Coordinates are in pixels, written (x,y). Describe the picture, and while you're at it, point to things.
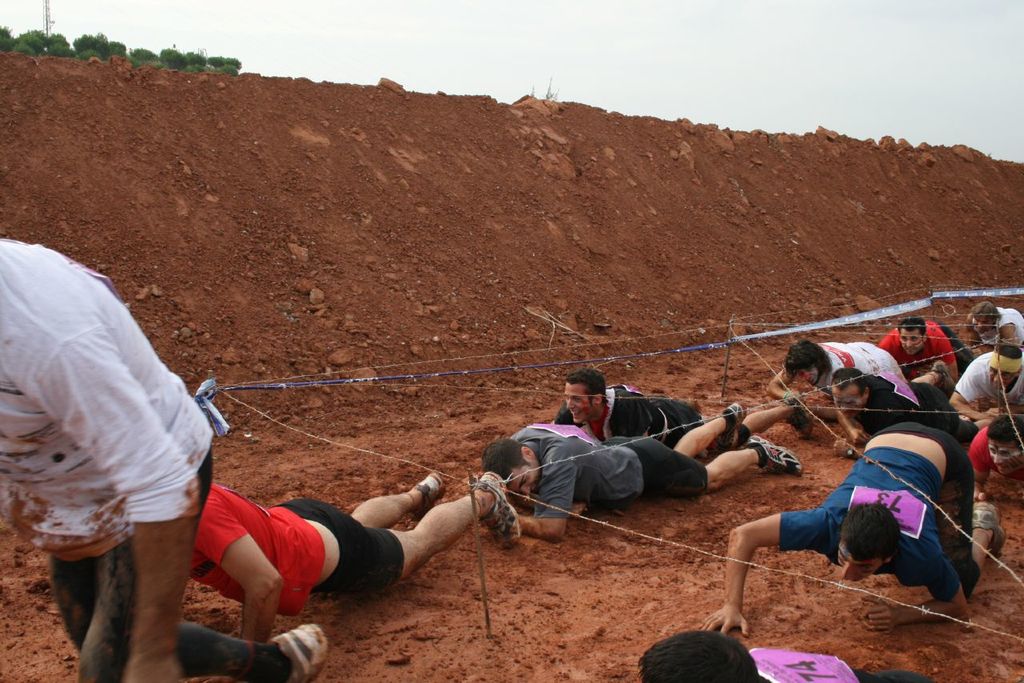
In this image we can see the metal wire fencing arrangement (537,349). Here we can see a few people (791,466) under the wire fencing (808,398). Here we can see two smiling men (623,397). Here we can see two men (284,546) crossed the wire fence (443,471). In the background (596,346), we can see the sand (923,184) and stones (714,130).
